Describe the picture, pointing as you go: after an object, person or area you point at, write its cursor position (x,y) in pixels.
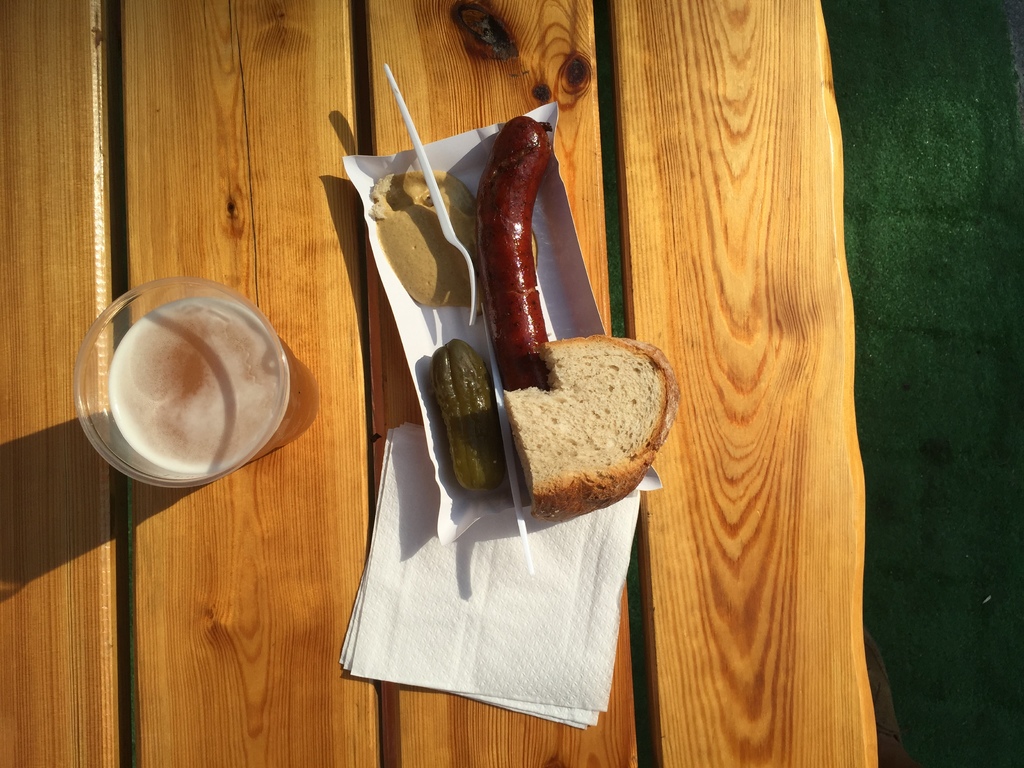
In this image there is a wooden table (734,68). On the table (321,384) there are tissues (427,598), a plate (399,299) and a glass (256,384). There is food (434,295) on the plate (408,327). In the food (456,340) there are bread (623,431), a hot dog (521,260), sauce (446,250) and a pickle (464,410). There is a fork (470,277) on the plate (477,319). To the right (980,373) there is the ground (879,400).
